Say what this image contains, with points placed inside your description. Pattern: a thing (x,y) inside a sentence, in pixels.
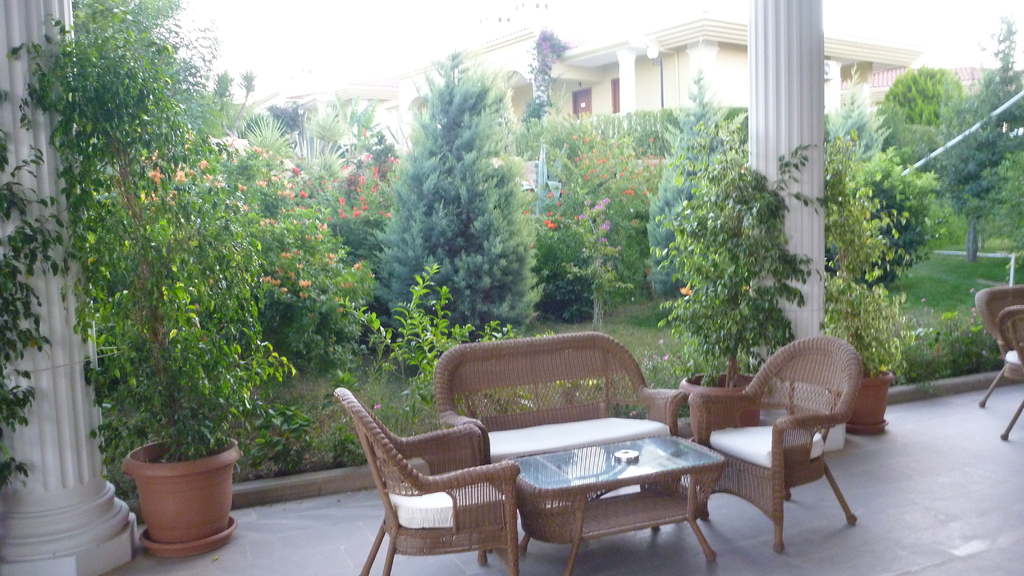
Picture is taken in the garden (234,319) in which there is a sofa (533,420) and chairs (813,386) beside the garden (405,381). There is a table (694,533) in between them at the background (644,115) there is a building (634,94), trees (455,177) and flower pot (163,494).
